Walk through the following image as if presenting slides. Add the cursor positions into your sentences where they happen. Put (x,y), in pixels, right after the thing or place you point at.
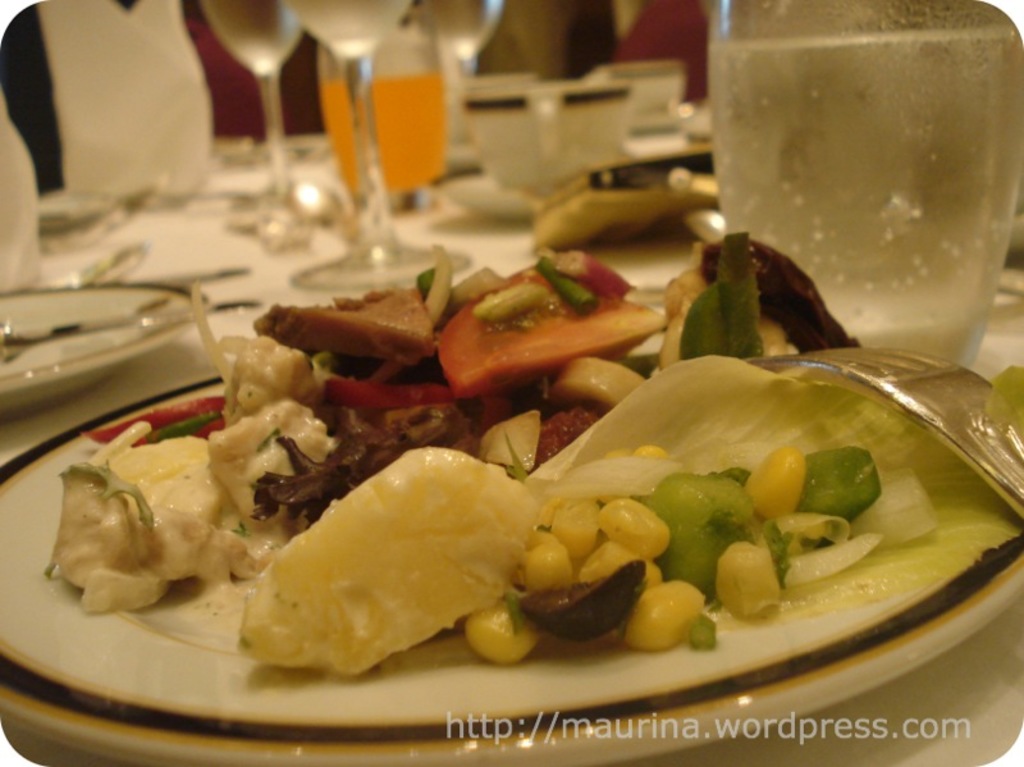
In the foreground (787,593) we can see the food (910,520) and fork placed on a plate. In the background (986,330), we can see group of glasses (434,184), cups (520,154), some plates (509,201) placed on the table (903,735). At the bottom (615,727) we can see some text (566,721).
